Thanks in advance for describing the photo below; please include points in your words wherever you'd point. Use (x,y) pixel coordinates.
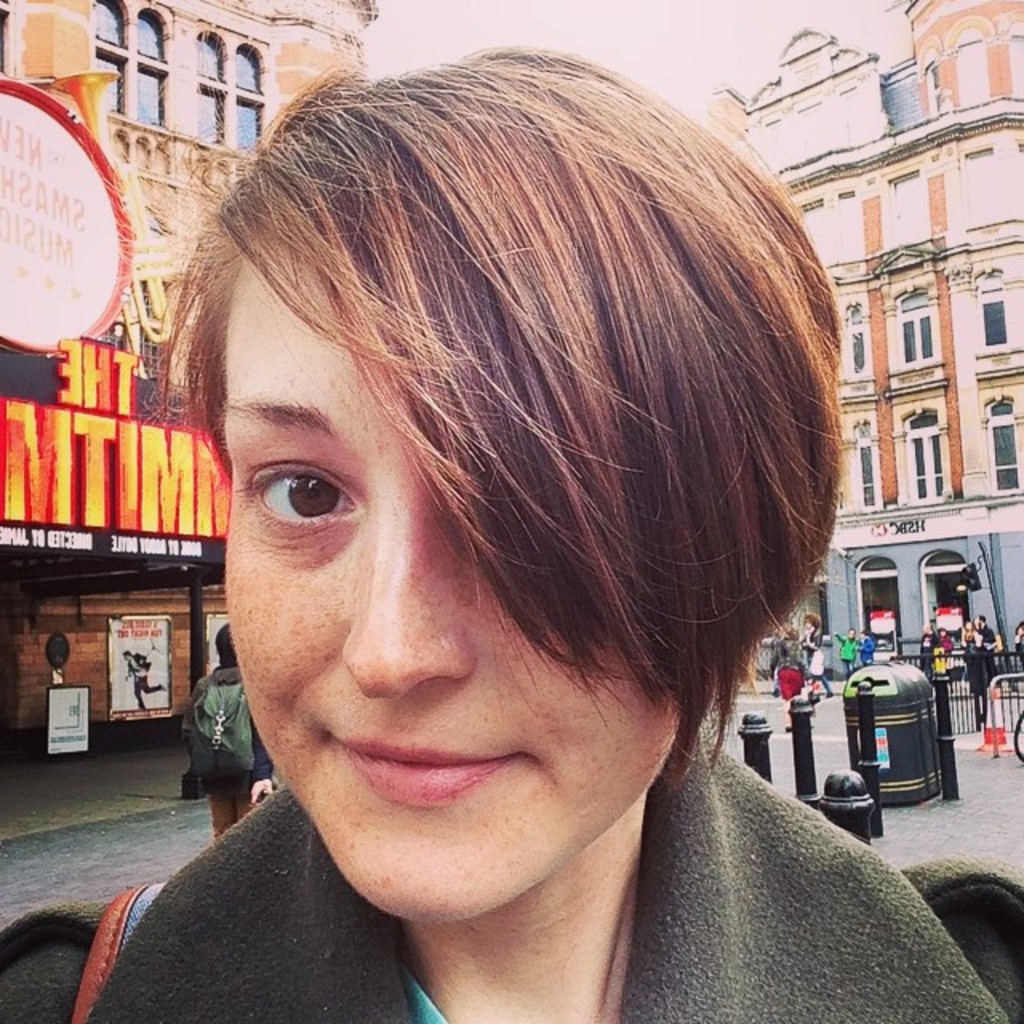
In this image we can see few people (635,888). There is a fence (960,705) in the image. There are few advertising boards (135,534) at the left side of the image (160,515). We can see few buildings (865,279) and they are having many windows (919,431) in the image.
